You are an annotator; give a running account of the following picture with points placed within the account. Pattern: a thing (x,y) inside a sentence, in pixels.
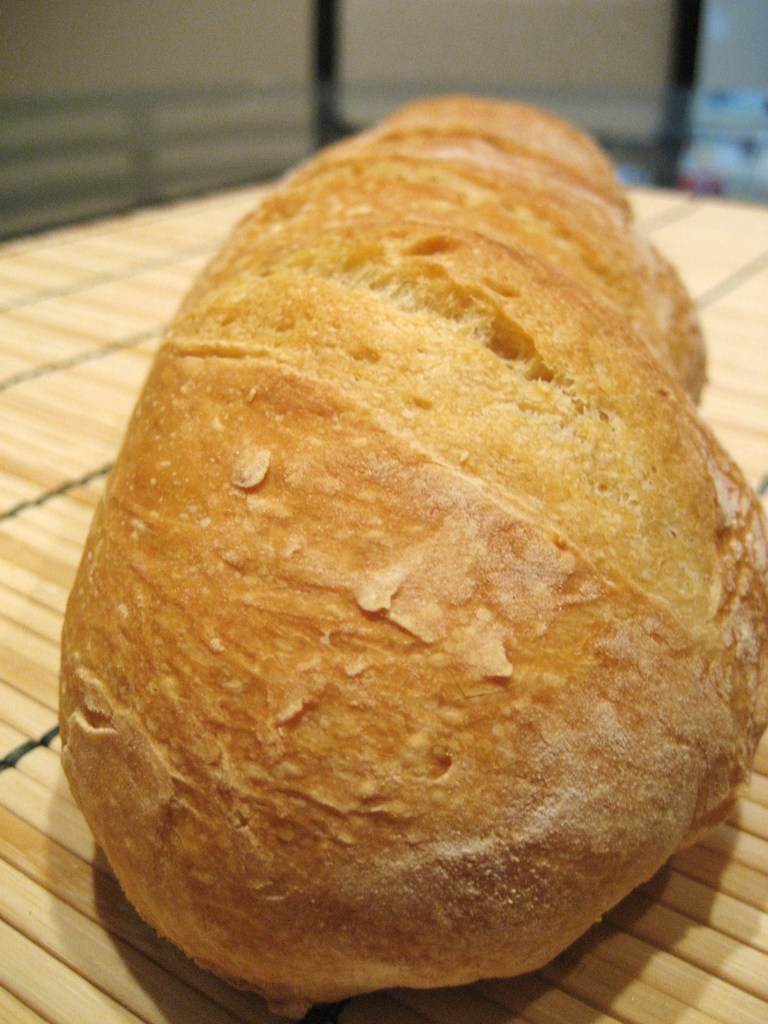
In this image we can see a bread (399,434) placed on the mat (52,816).
